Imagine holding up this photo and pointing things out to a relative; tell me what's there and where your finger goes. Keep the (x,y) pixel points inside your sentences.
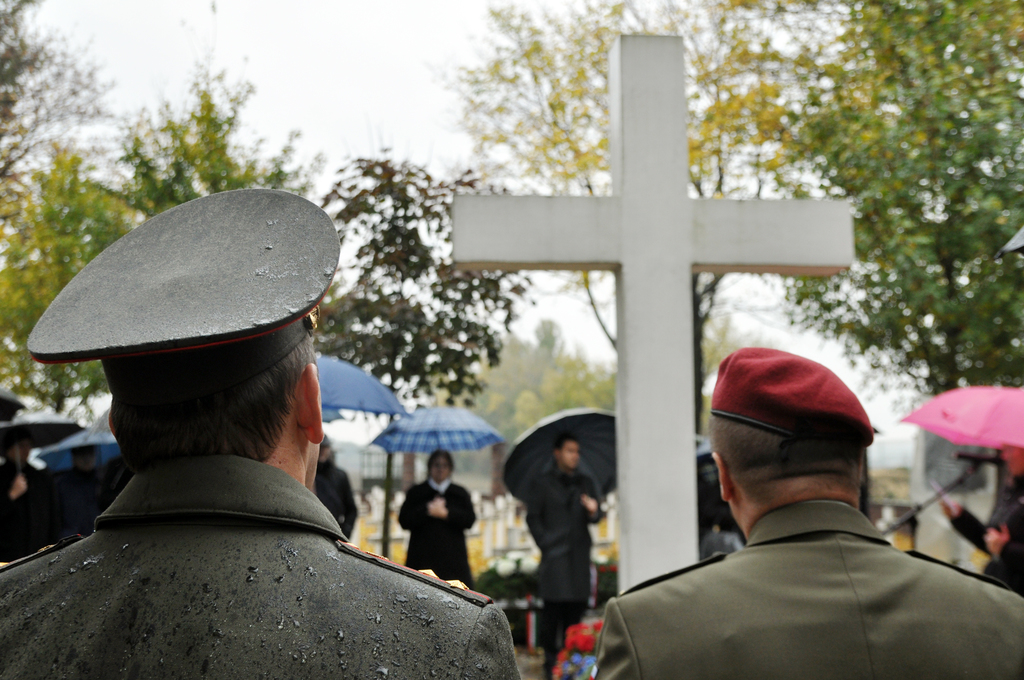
In this image we can see people (277,531) standing and holding umbrellas (422,434). In the center (629,446) there is a cross (634,506). In the background (105,235) there are trees (594,68) and sky (369,63).
